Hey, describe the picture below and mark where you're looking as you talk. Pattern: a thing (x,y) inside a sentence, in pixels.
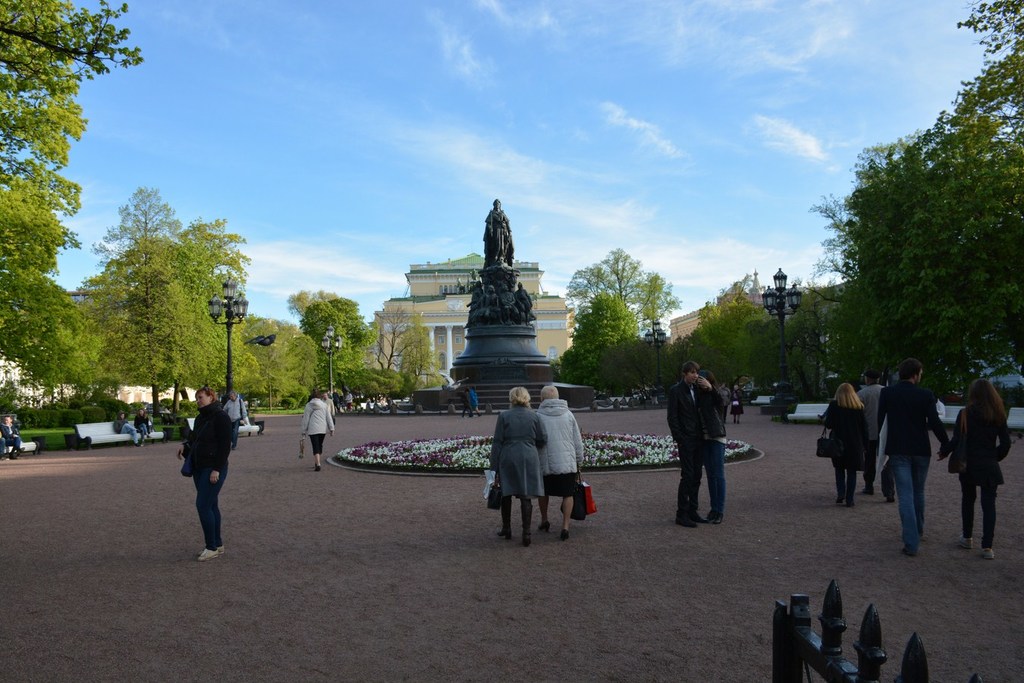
In this image we can see two buildings (422,316), one object (22,378) looks like a building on the left side of the image (18,392), some lights (231,304) with stands (783,333), some benches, one big statue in the middle of the image (508,249), one black object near the pole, some people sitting on the benches (255,424), few people (694,418) standing, some people (838,421) are walking, some people (515,487) holding objects (823,433), one woman (969,443) wearing bag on the right side of the image (976,454), some plants (478,460) with flowers (463,439), some trees (275,349), bushes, plants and grass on the ground (1015,450). At the top (80,220) there is the cloudy sky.
